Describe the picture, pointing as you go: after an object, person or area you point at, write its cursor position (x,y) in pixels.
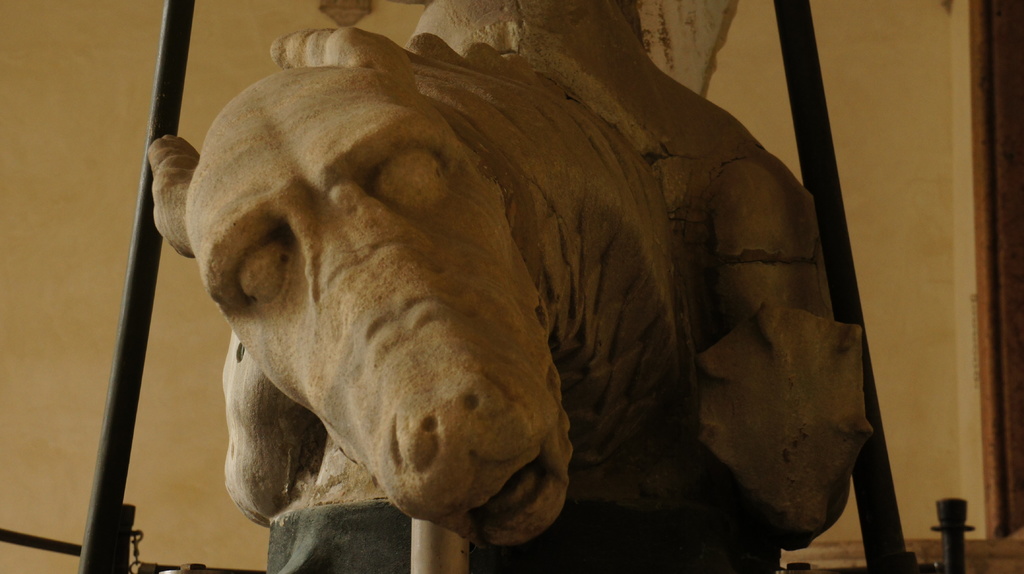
In the image we can see a statue (555,110). Behind the statue (556,112) there is wall (932,242).
